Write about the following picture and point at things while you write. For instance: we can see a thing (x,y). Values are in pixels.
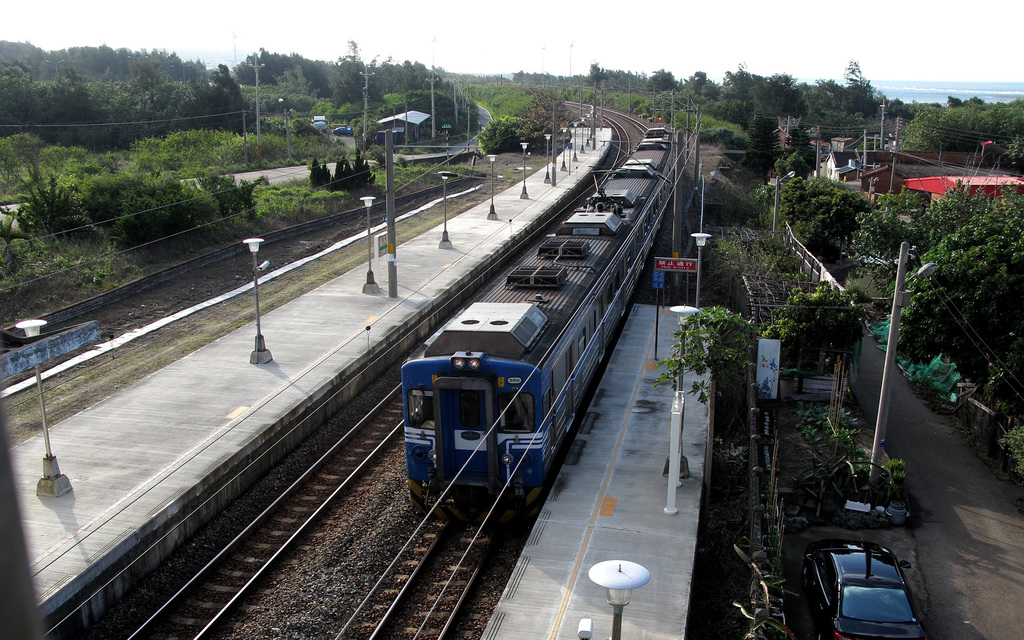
In this image there is a train (509,377) on the railway track (407,579) and there are two platforms (215,425) on either side of the track (453,559). At the top (539,26) there is sky (569,6) and there are trees (295,87) all over the place. On the right side (942,489) there is a road (921,532) on which there is a car (868,542). Beside the road (863,352) there are electric poles (887,405) to which there are wires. On the platform (260,398) there are lights (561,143).
